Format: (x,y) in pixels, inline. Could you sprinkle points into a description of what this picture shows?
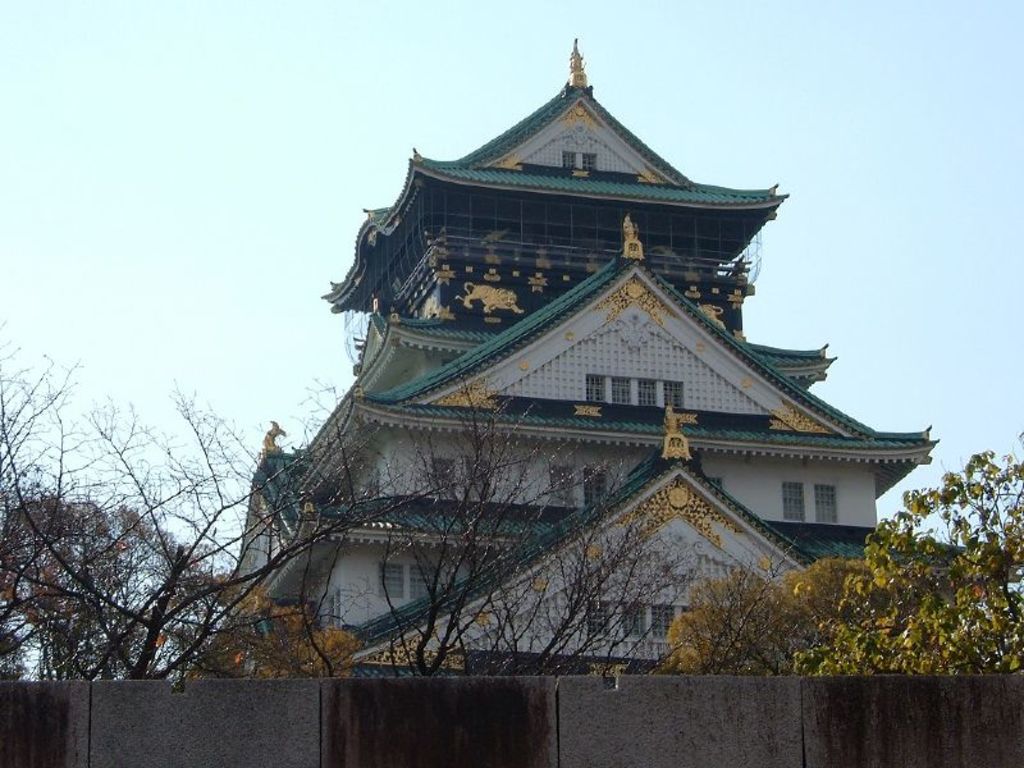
In the middle (651,316) it is a house (705,391) there are trees (53,593) at the bottom (632,573). At the top (358,118) it is the sky (370,144).
